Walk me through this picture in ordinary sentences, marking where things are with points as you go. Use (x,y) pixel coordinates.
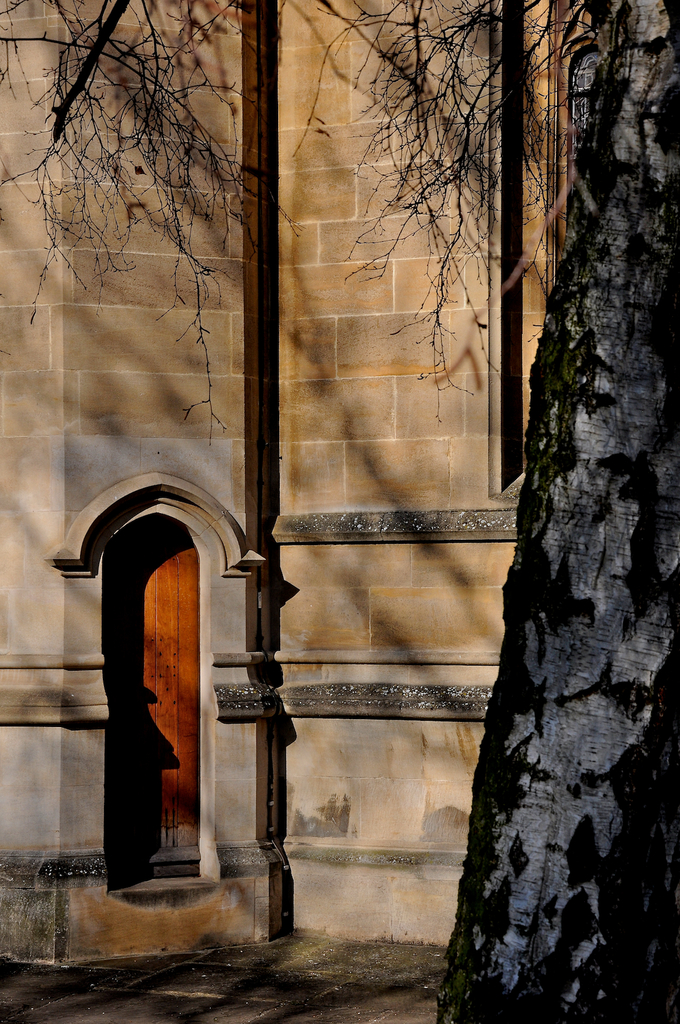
On the right (561,433) there is a tree (617,124). In the background (286,348) there is a building (99,421) and there is a door (174,746).
